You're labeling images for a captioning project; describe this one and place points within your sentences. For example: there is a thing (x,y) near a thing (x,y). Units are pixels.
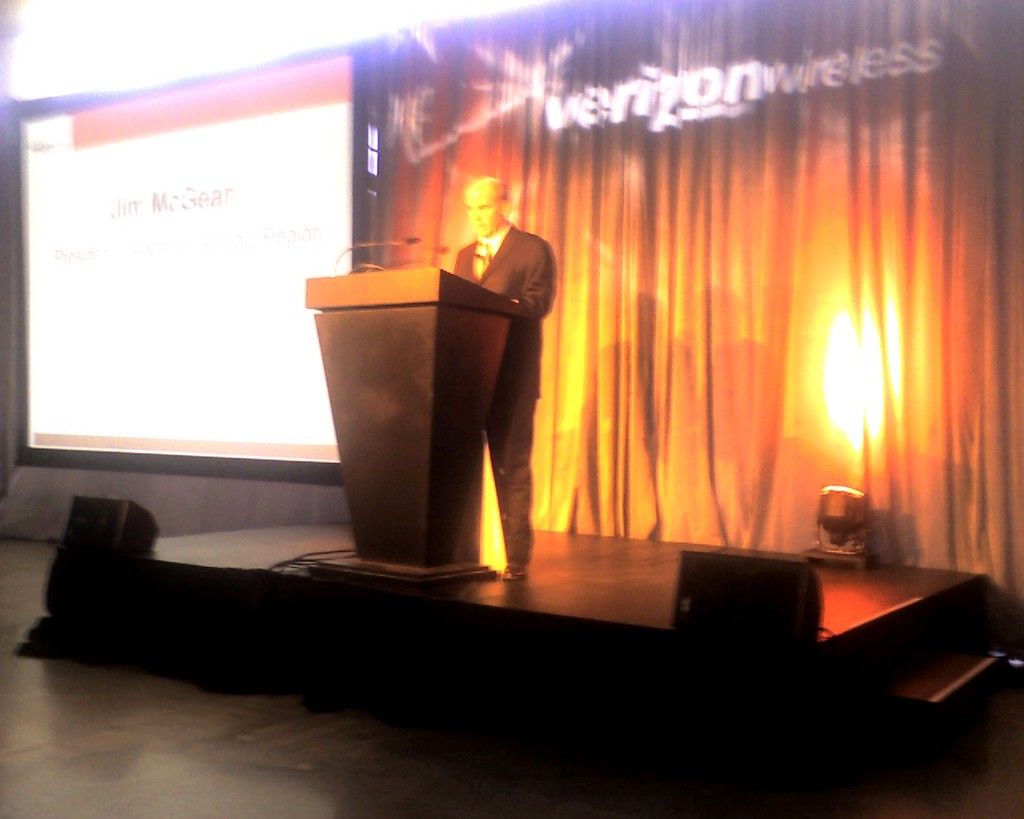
In this image, we can see the stage (542,643) with a person (495,408) and the podium (406,322). We can also see a microphone (416,242) and the screen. We can also see some curtains (549,501) and the ground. We can see some objects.
